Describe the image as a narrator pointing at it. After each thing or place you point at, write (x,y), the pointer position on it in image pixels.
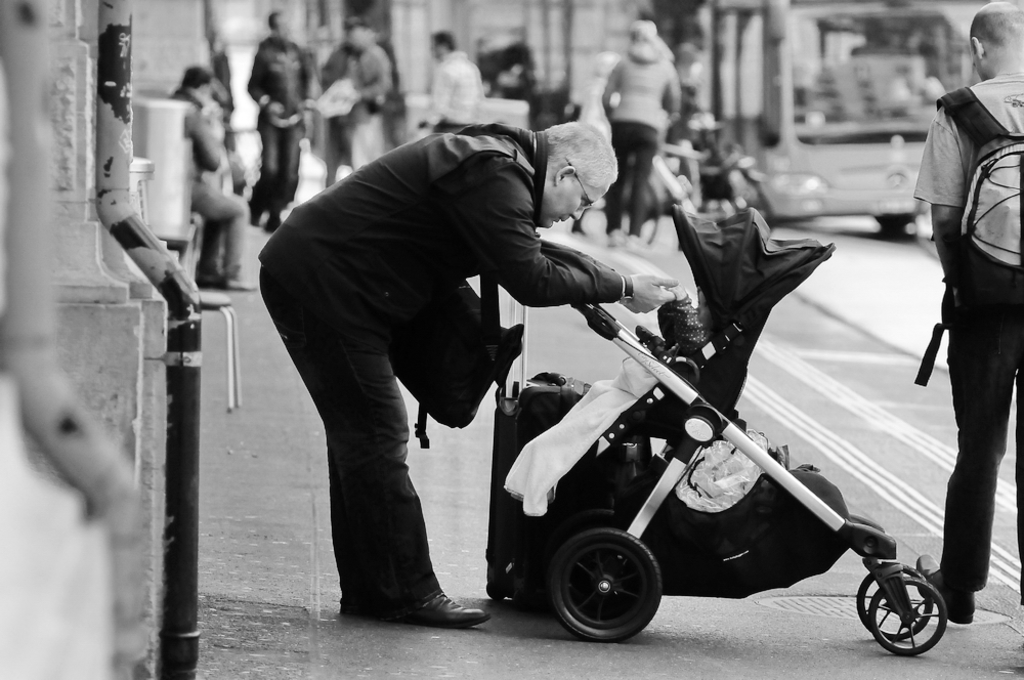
In this image in the foreground (381,430) there is one person (382,312) who is standing, and beside him there is one vehicle (608,437). And in that vehicle (677,469) there is one baby (698,319) and he is holding the baby's hand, and in the background (414,92) there are a group of people (658,92), vehicles (790,52), buildings (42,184). And at the bottom (274,535) there is road (904,535), and on the left side (150,91) there are some buildings (137,422) and some objects (163,232).
